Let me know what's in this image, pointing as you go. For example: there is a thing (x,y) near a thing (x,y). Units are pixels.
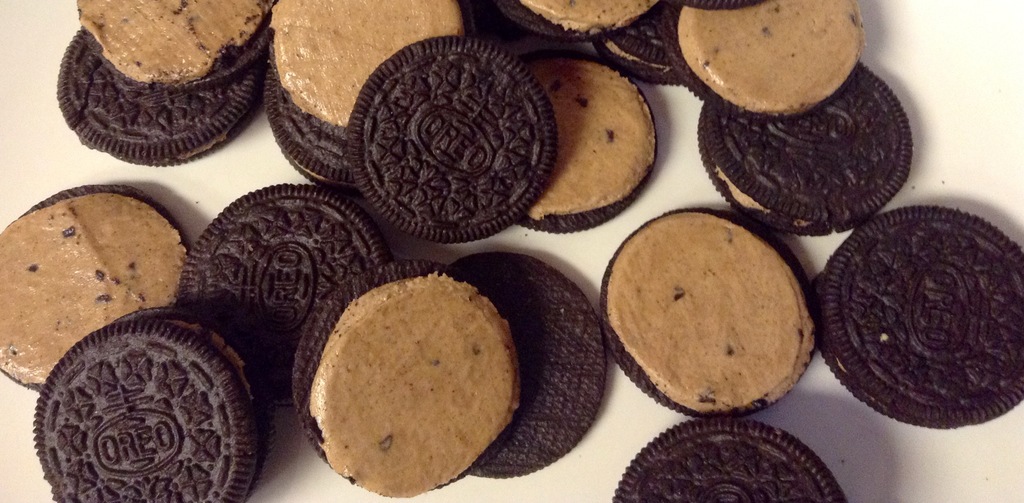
This is a zoomed in picture. In the center (424,299) we can see there are many number of biscuits (585,125) and we can see the cream (700,271) and the text (457,141) on the biscuits (446,300). In the background (960,60) there is a white color object (946,31).
